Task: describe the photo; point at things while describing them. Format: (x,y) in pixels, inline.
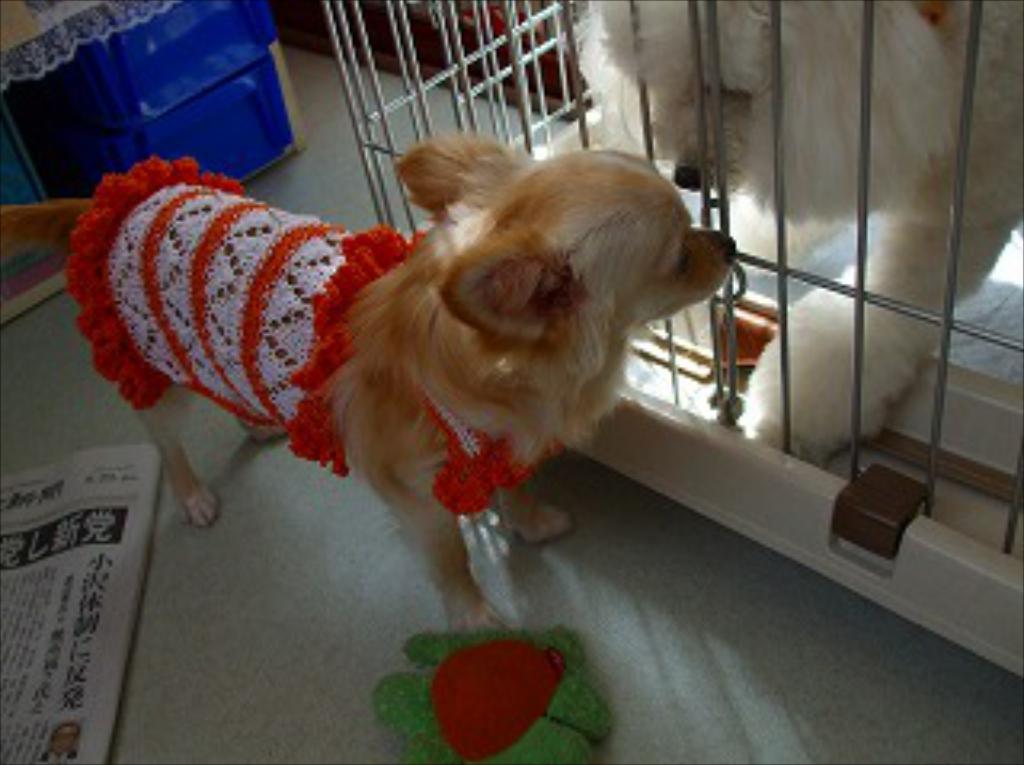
On the right side (840,452) there is a cage (1011,525). Inside this, I can see a dog (888,198) and there is one more dog (435,321) outside of this cage (497,76). On the left side (79,553), I can see a box (101,123) and a newspaper (72,611) on the floor (197,643).
